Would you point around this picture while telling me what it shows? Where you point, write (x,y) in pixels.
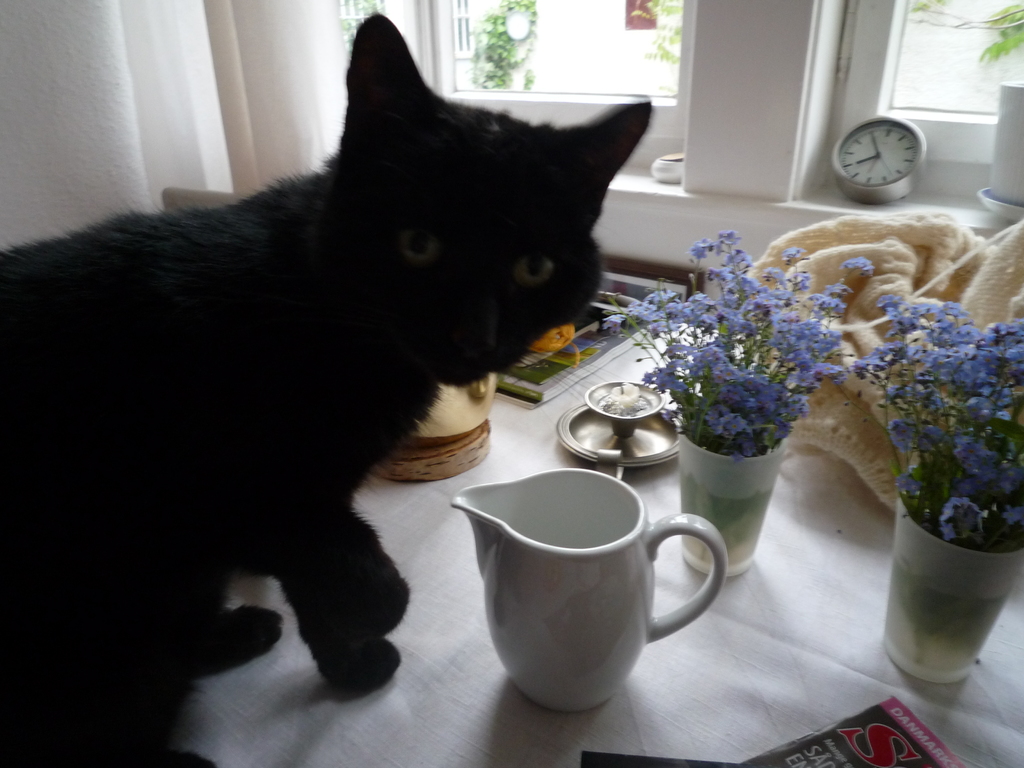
In the picture we can see a house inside it, we can see a desk (712,654), which is white in color on it, we can see a cat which is black in color and besides, we can see a cup (604,484) which is white in color and some flower vase (734,486) with some flowers (726,395) in it which are violet in color and in the background (809,197) we can see a wall (779,226) with windows (805,159) on it we can see a clock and glass (934,56) to the windows (982,120).
